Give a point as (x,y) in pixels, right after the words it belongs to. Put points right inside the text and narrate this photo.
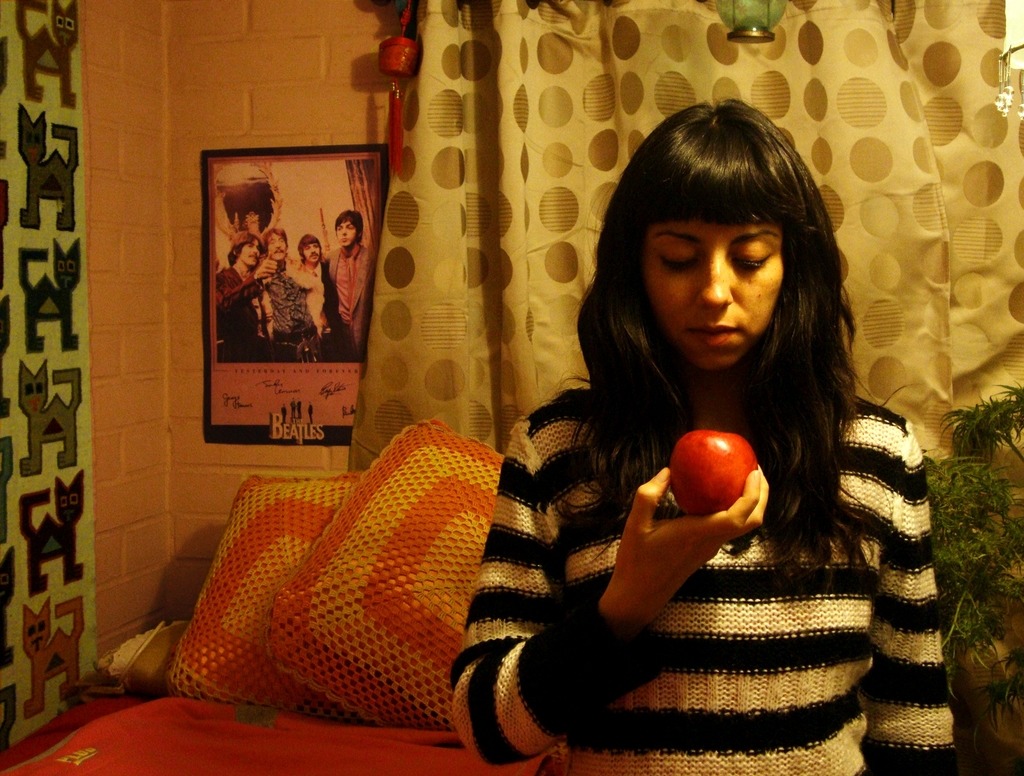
In this picture we can see a woman (762,691), she is holding a fruit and in the background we can see pillows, plants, curtain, wall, poster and some objects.
